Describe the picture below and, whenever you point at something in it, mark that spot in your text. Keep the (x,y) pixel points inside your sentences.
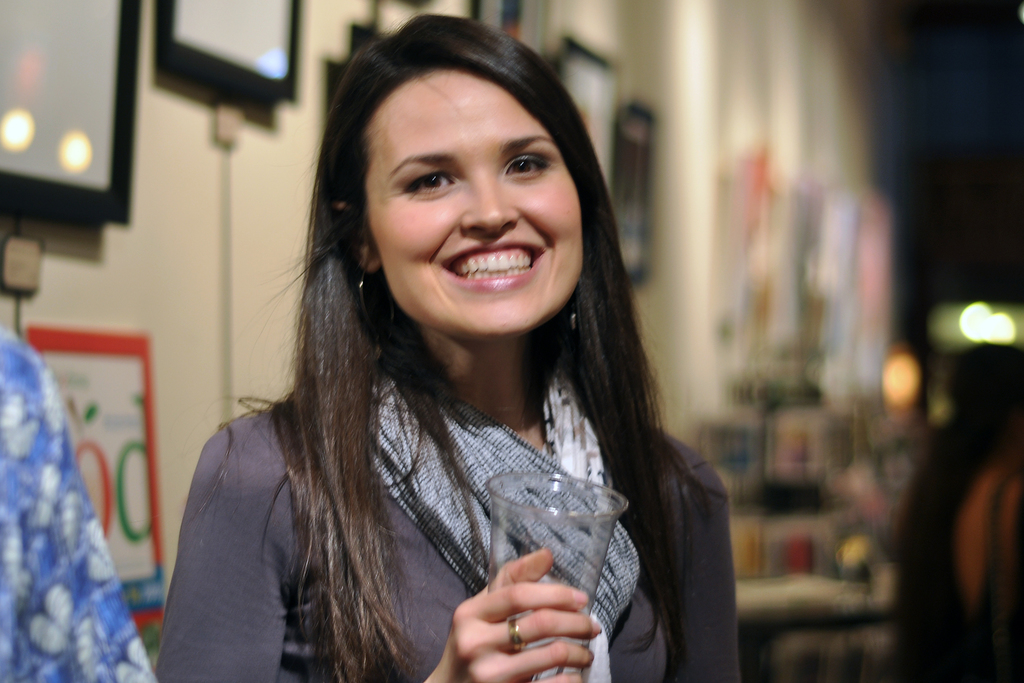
In the center of the image (400,378) a lady (474,325) is standing and holding a glass (526,542) in her hand (538,560). And she is smiling. On the left side of the image (48,488) a person (48,488) is there. In the background of the image (259,296) we can see a wall (663,210), boards (297,53), frames (631,150), light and some objects (796,432) are present.
